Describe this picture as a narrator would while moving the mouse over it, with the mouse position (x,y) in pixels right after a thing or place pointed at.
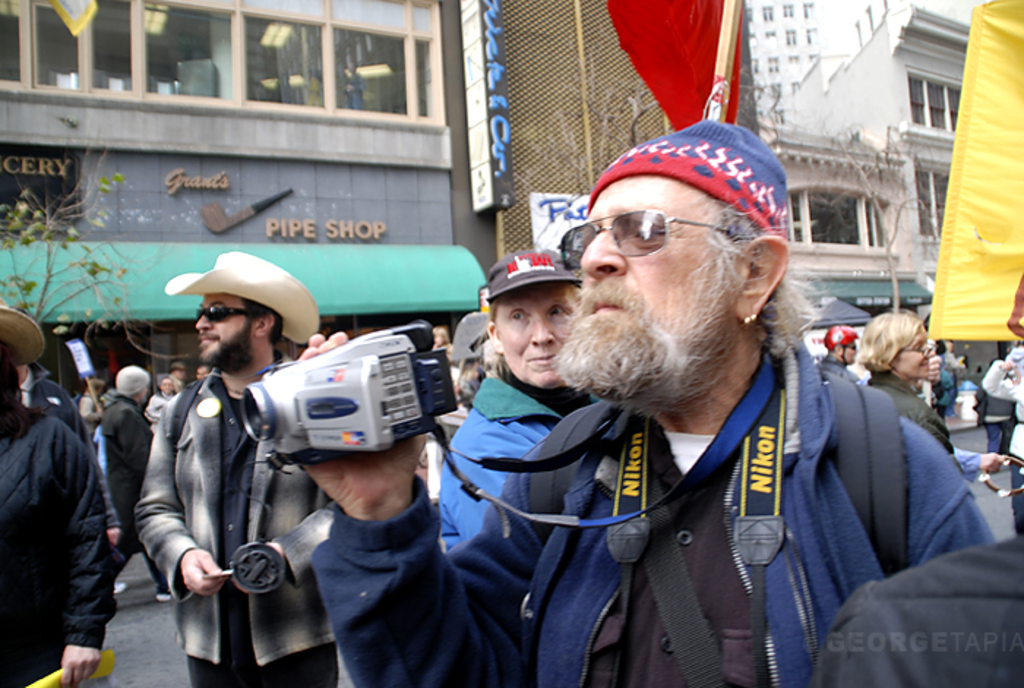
In this picture we can see some persons (711,422) on the road (166,639). He is holding a camera (403,411) with his hand (365,464) and he has spectacles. On the background (409,234) we can see a building (129,173). And this is tree (60,219).
